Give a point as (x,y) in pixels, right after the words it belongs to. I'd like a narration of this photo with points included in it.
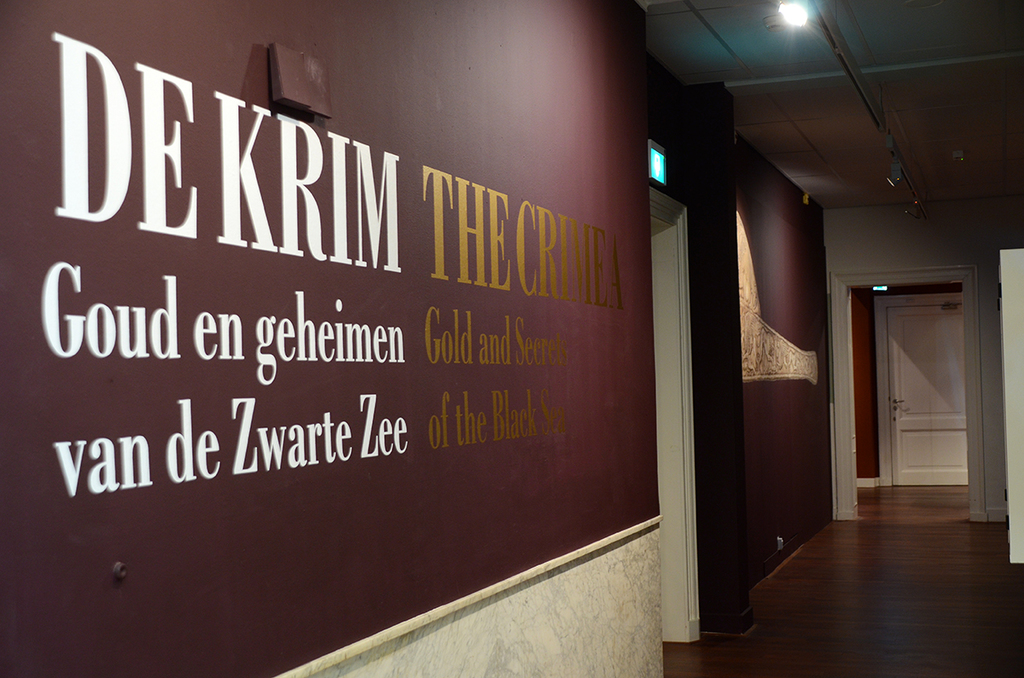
Here in this picture we can see some posters (240,338) pasted on the wall (786,433) and we can see some text (143,459) on it and in the middle (669,272) we can see the door (698,561) is opened and we can see light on the roof (778,108) and on the right side (927,329) we can see a door (897,329) present of the other room (932,475).
